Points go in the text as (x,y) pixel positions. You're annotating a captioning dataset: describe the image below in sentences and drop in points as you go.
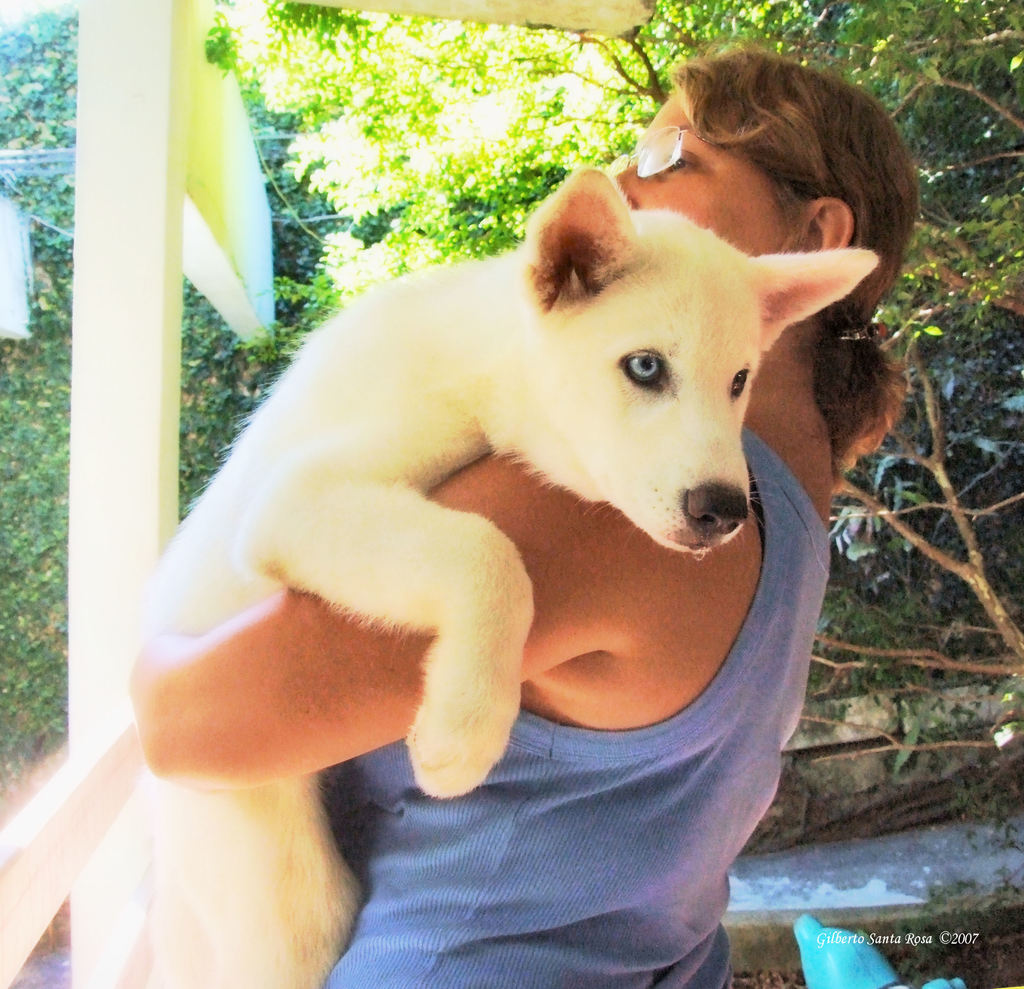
In this image I can see a woman (538,955) is standing, I can see she is holding a white colour dog (315,394) and in the background (983,228) I can see number of trees (972,201).
